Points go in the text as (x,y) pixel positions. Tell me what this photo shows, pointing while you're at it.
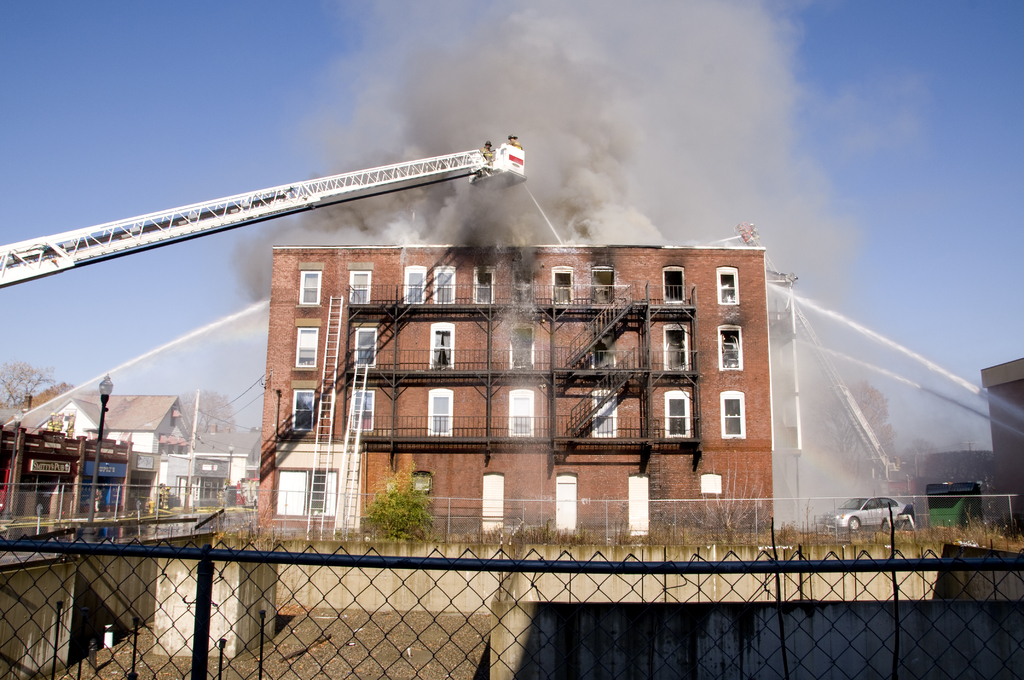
In the center of the image (536,264) there is a building (532,394) with windows (323,478), ladders (328,434). To the right side of the image (1014,474) there are buildings (1001,476), car (896,515). At the bottom of the image (2,542) there is grill (68,654). To the left side of the image (104,508) there are houses (91,452). There is a light pole (102,437). There is a crane (424,166) in which there are people (486,144) spraying water (548,218) on the building (459,267). At the top of the image (277,64) there is sky (269,49) and smoke (537,90).
